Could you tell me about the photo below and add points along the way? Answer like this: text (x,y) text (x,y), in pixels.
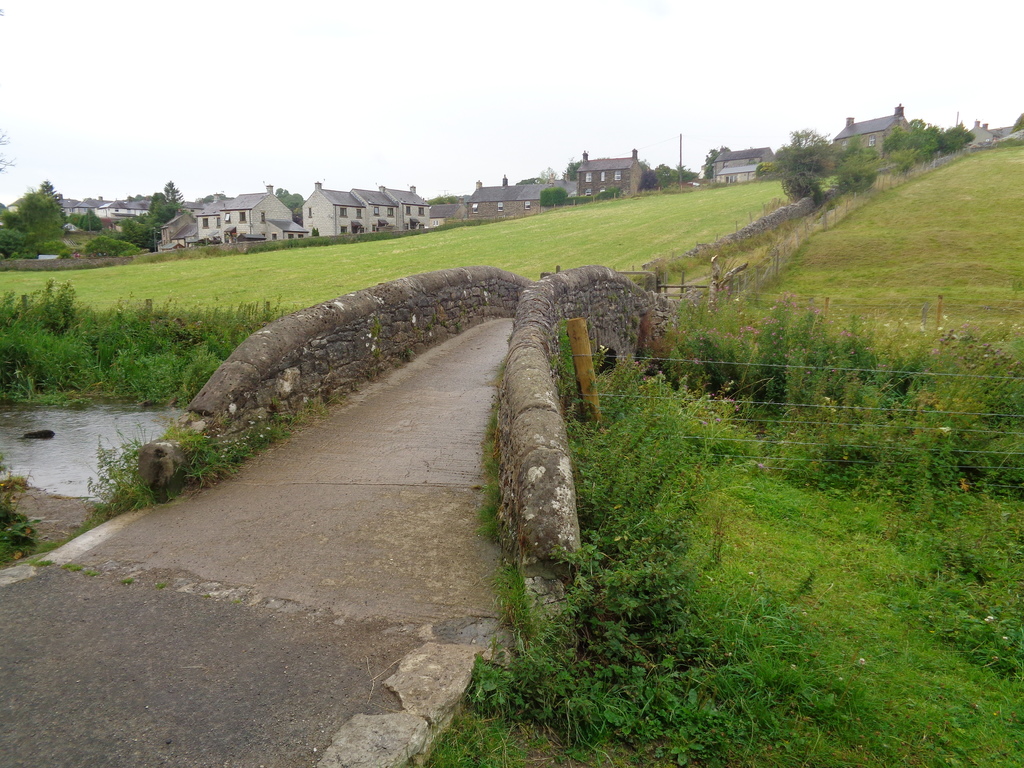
This image is clicked on the road (305,582). In the foreground (329,434) there is a small bridge (486,330). To the left (42,448) there is water (63,454). To the right (787,562) there are plants (721,470) and fencing (730,402) on the ground (750,486). In the background (272,235) there are buildings (725,175) on the hill (732,201). There are trees (834,147) and grass (721,206) on the hill (950,248). At the top (492,58) there is the sky (357,75).
